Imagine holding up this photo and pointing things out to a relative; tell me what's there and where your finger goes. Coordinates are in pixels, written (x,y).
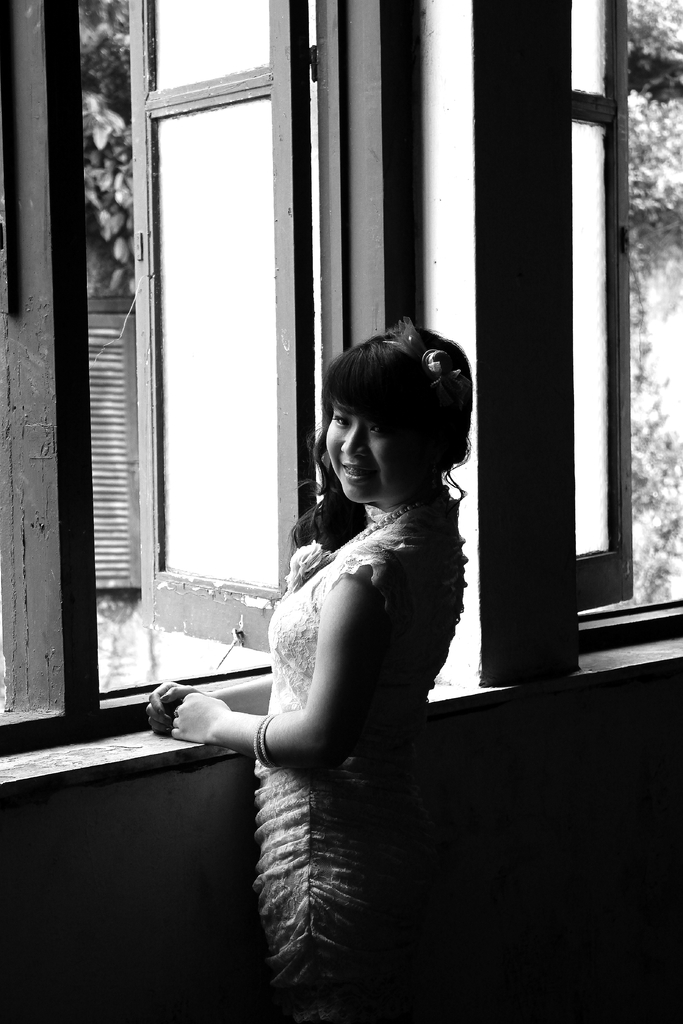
In this image I see a woman (382,496) who is standing over here and I see that she is smiling and I see the windows (255,73) and I see that this is a black and white image and it is dark over here.
